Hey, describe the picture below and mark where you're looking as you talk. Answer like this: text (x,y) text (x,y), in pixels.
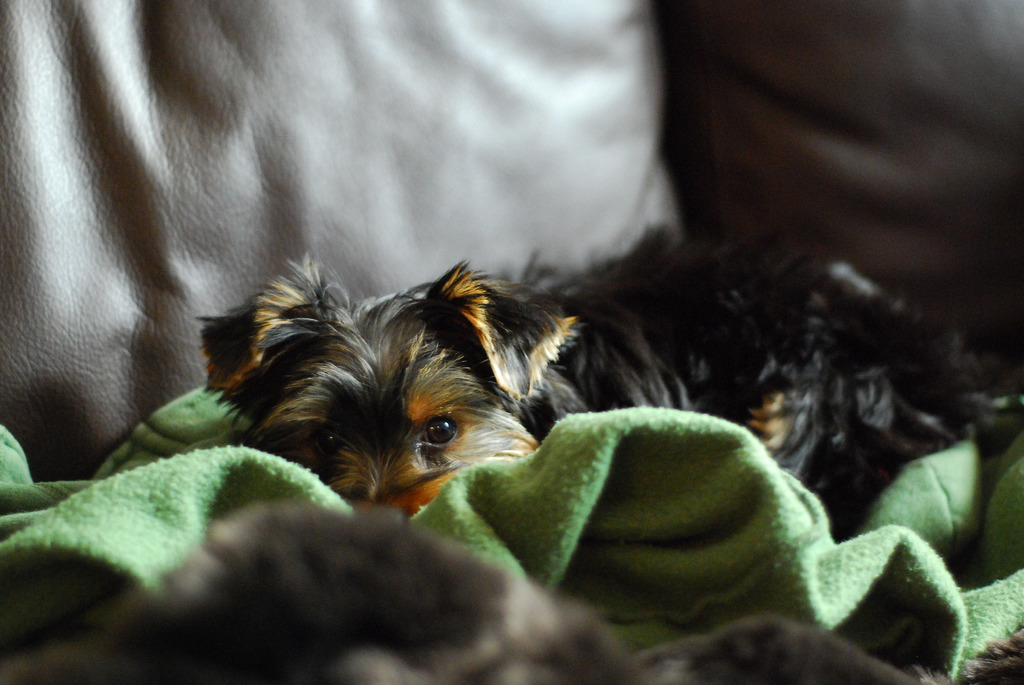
In the picture we can see a dog (800,403) which is black in color and it is laying on the green color cloth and behind it we can see a pillow (443,268).
